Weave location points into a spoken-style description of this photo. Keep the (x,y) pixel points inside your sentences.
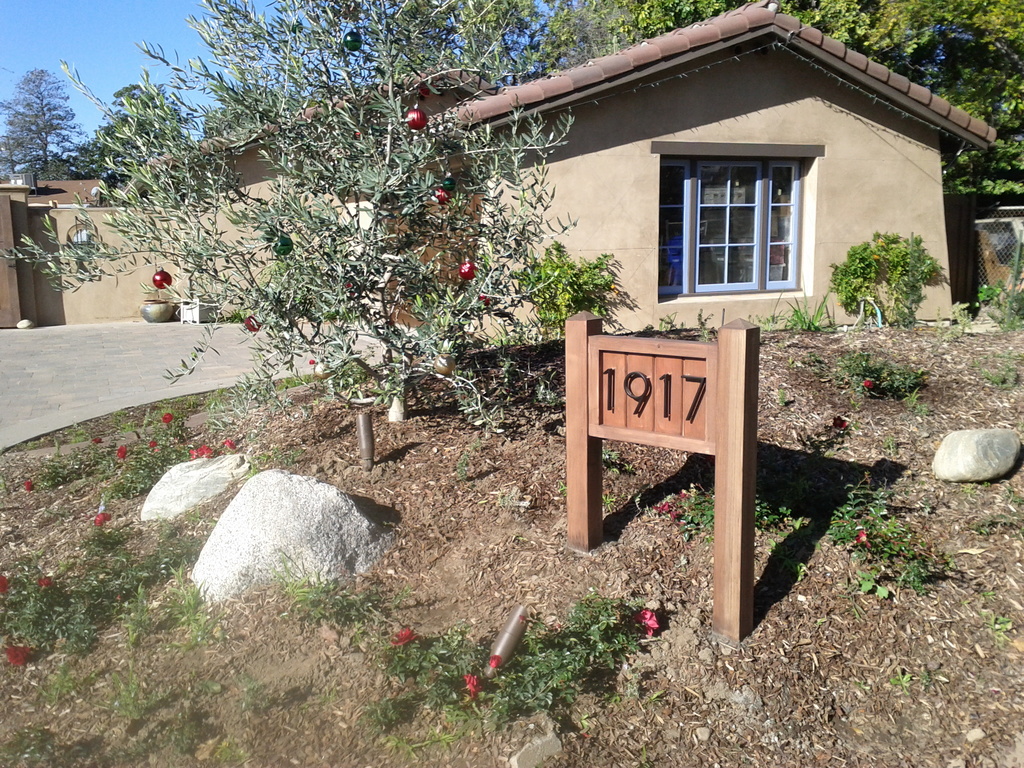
In this image in the front (459,635) there is a board (657,403) with some text (664,395) written on it and there are flowers (204,451) and stones (302,516) on the ground (809,489). In the center (505,270) there are plants (527,291) and there is a house (639,172) in the background (643,200) and there are trees (933,58) and on the right side (968,242) there is a fence (1005,265).
